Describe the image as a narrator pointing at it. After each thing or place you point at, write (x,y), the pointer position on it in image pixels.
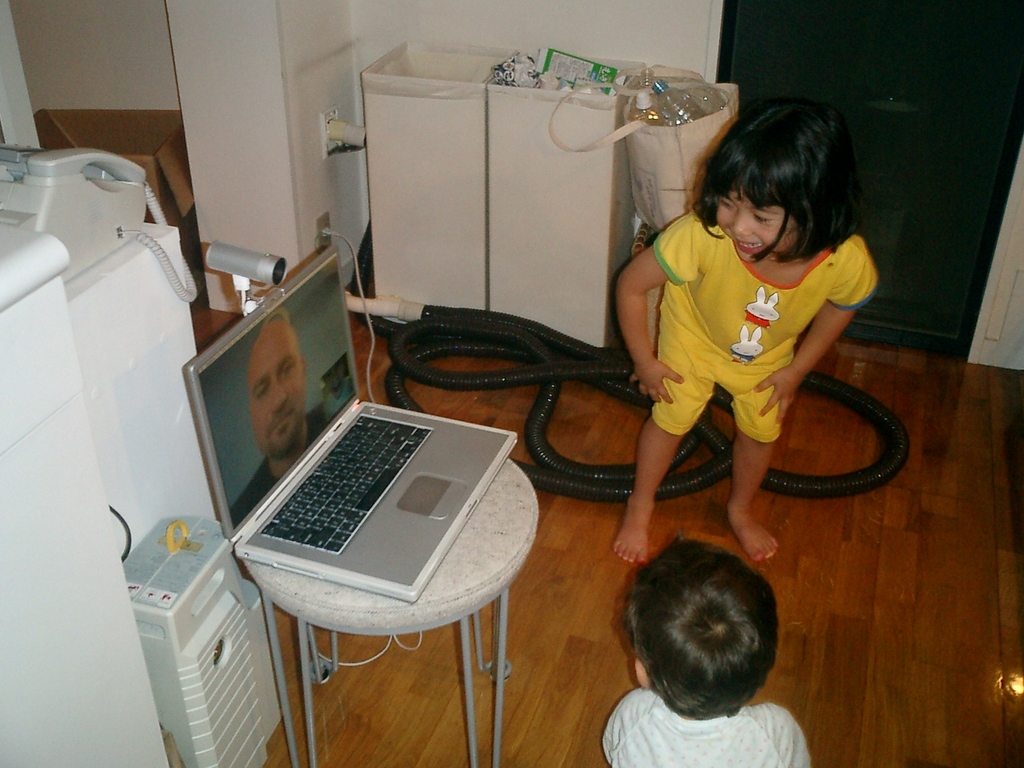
This is an inside view. Here I can see two children (685,575) are looking at the laptop (306,423) which is on a table (486,584). The boy (673,686) is wearing white color t-shirt (766,737) and the girl (773,213) is wearing yellow color t-shirt (715,304) and short (683,381). At the back of her I can see a pipe (444,350), bag (652,139), bins (511,224) on the floor (595,432). On the left side (99,421) there is a table (101,410) on which I can see telephone (66,163). In the background (181,25), I can see the wall (554,38) and a door (899,93).
